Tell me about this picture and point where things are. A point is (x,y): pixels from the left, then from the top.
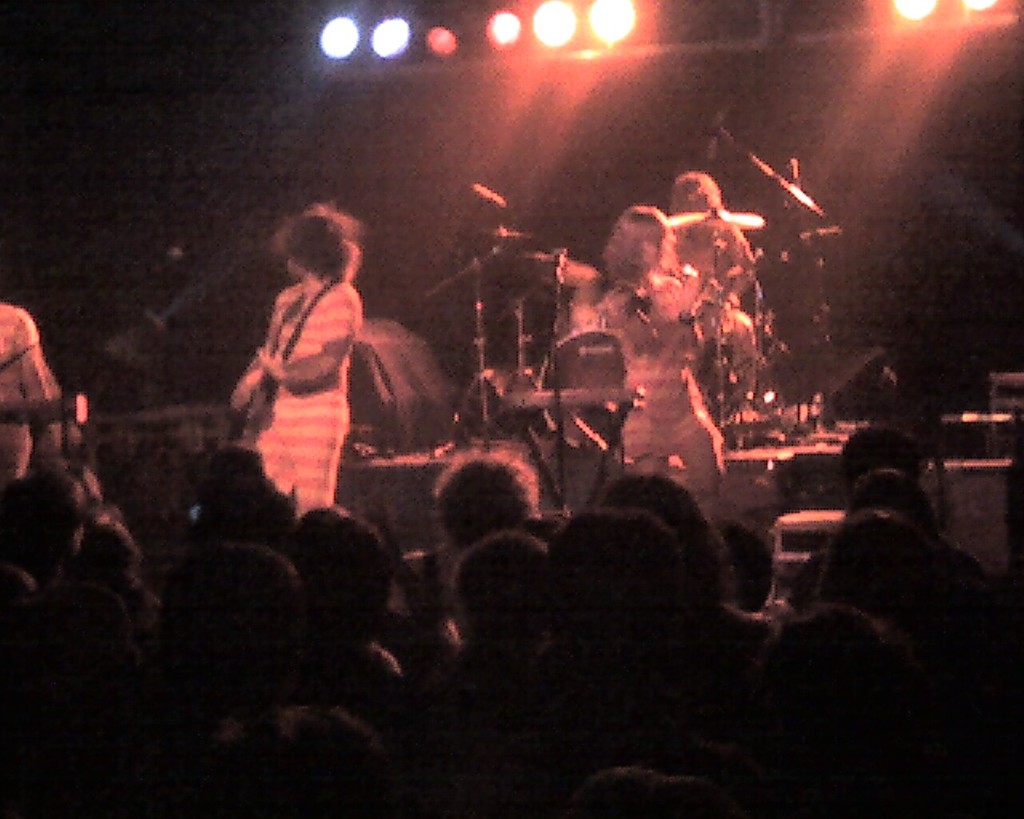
At the top (551,49) we can see lights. Background (70,233) is dark. Here we can see persons (701,427) playing musical instruments (764,351) in picture. In Front of the picture we can see crowd (802,702).
